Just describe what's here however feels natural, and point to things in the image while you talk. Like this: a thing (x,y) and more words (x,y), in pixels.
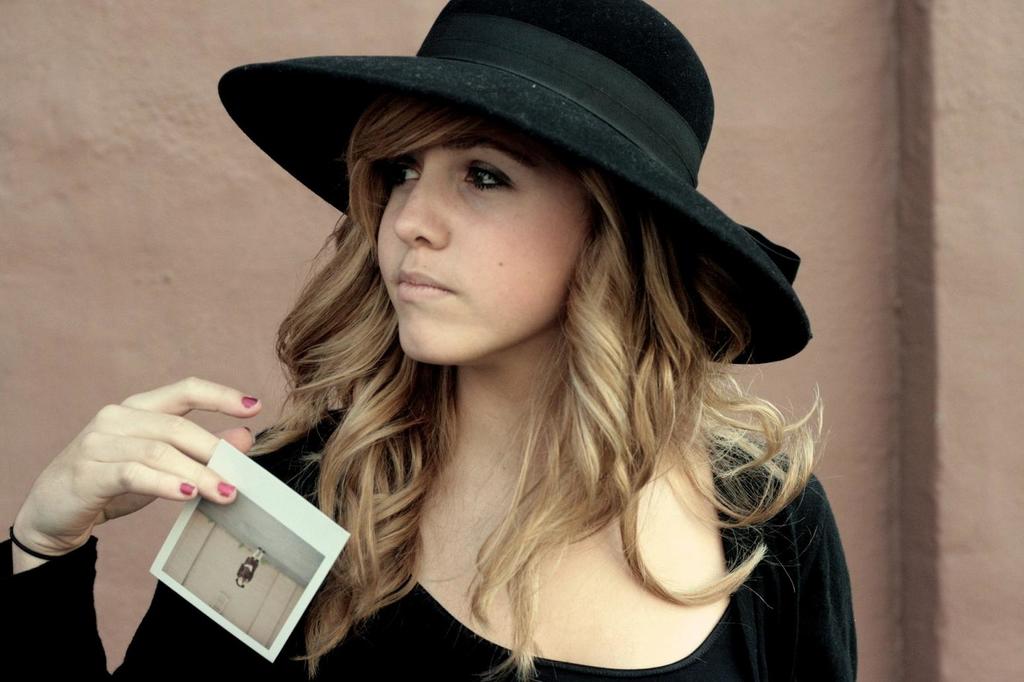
In this image, we can see a person (493,199) wearing a hat (604,3) is holding an object (281,554). In the background (984,207), we can see the wall (891,387).
